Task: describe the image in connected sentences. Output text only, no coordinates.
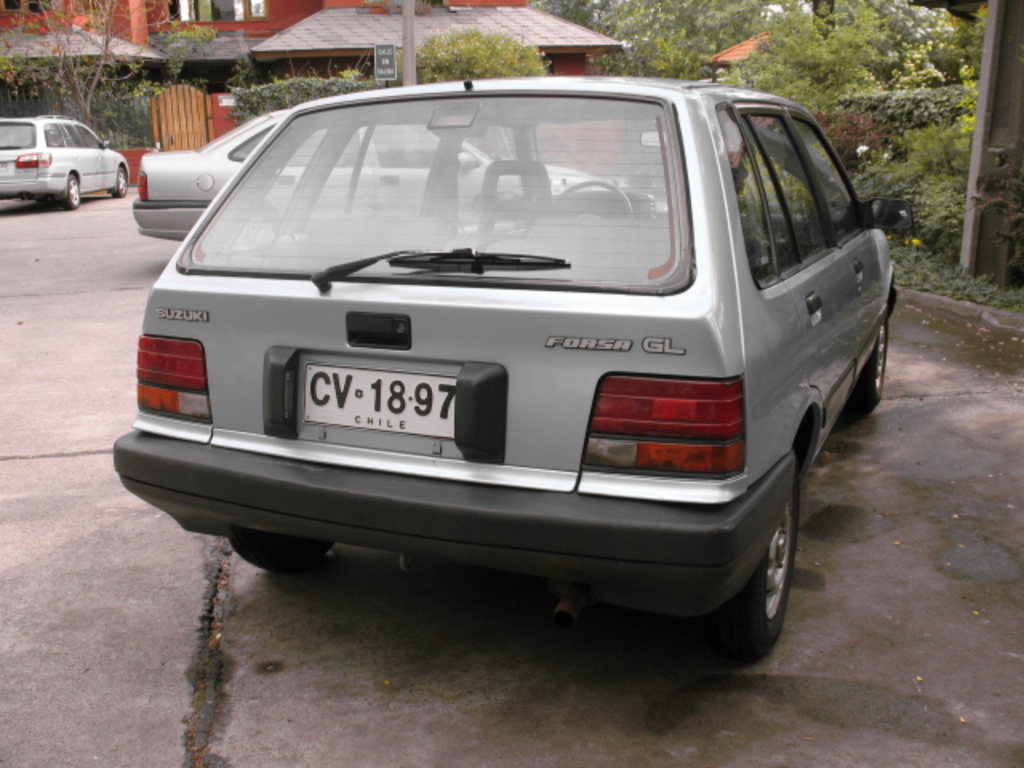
In the picture we can see a house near it, we can see a gate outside the gate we can see some plant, car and the other two cars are parked besides to it and behind it we can see a group of plants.
